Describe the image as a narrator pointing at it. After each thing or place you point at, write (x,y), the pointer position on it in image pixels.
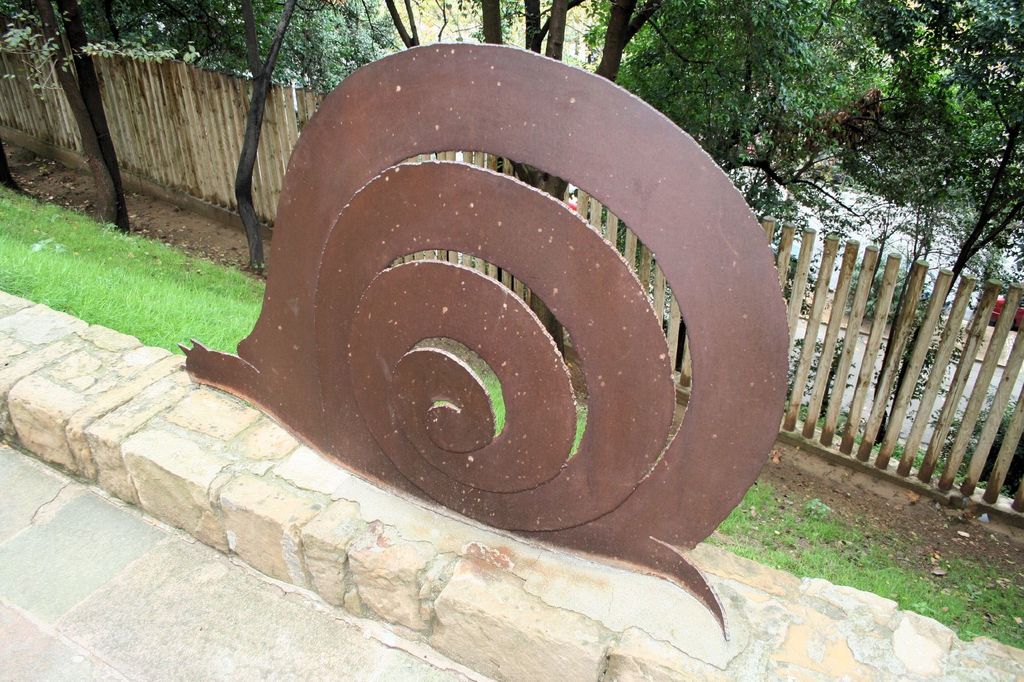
In this picture there is a model of snail (467,296) in the center of the image (466,365) and there is a boundary (845,279) behind it, there are trees (599,60) in the background area of the image (931,9).
